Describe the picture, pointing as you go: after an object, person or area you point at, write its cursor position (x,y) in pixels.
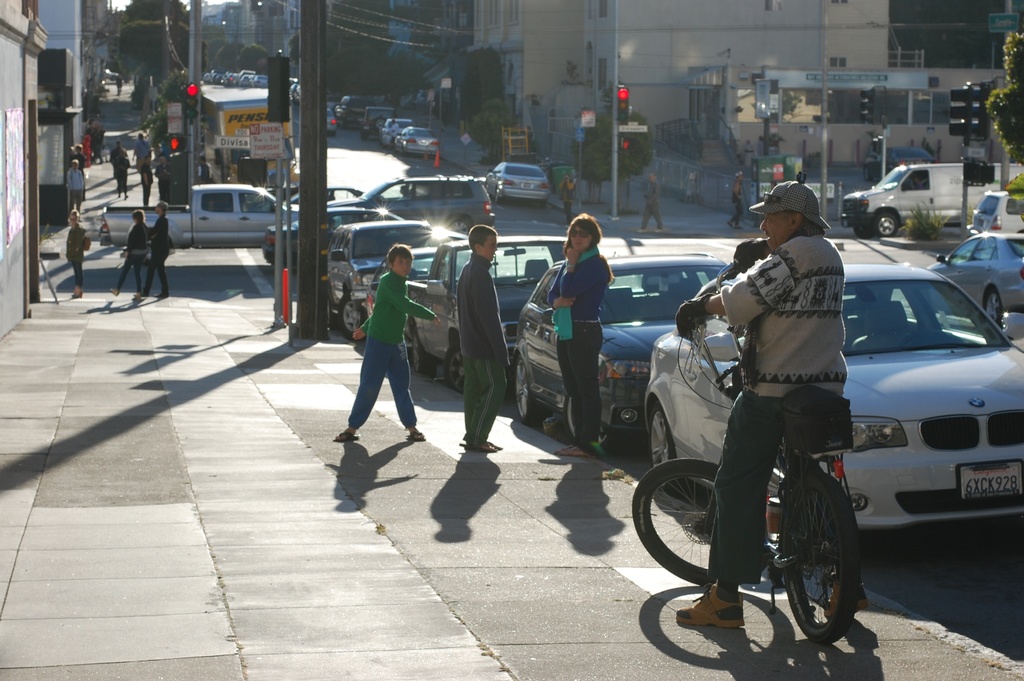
In this image we can see a sidewalk (192,530). Also there are roads (384,159). And there are many vehicles (934,295). And there are many people (745,385). There are traffic signals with poles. There is a person (782,307) wearing cap (795,186) and gloves (746,254). He is sitting on a cycle (816,483). There are trees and buildings (595,63).
